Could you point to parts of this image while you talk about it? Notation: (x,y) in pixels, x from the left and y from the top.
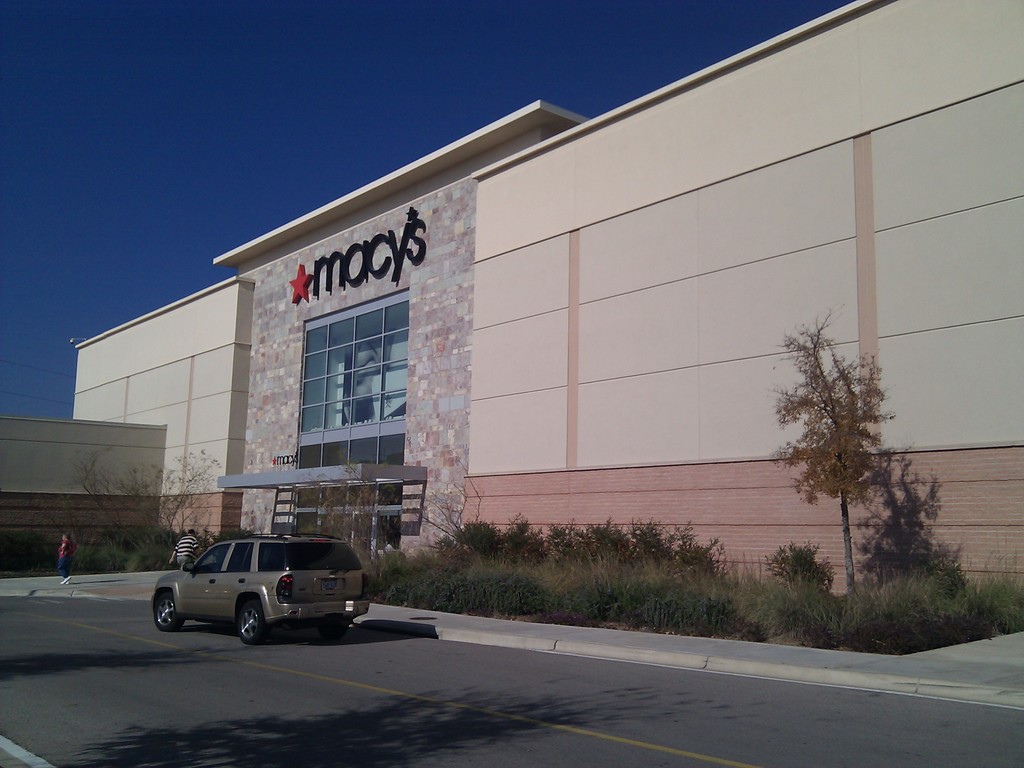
In this picture, we can see a building (350,443) with some text (419,253) on it, we can see the wall (445,263), road (140,611), vehicle (197,588), two people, trees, plants (463,575), and the sky (261,137).
